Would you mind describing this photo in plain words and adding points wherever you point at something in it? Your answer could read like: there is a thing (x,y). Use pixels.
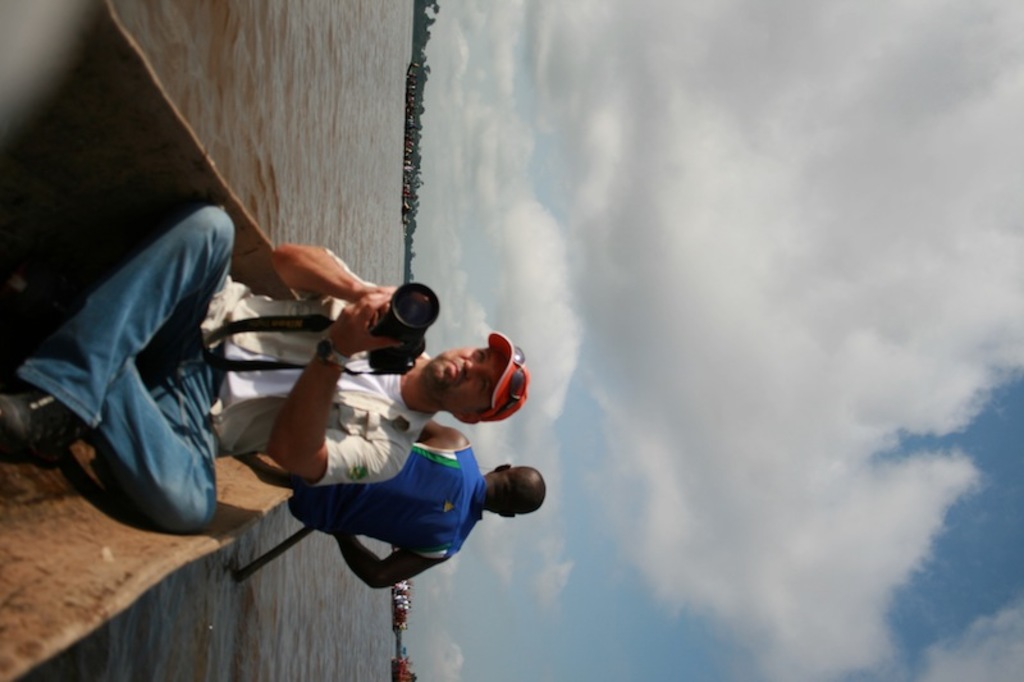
In the image we can see two men (353,457) sitting in the boat (279,475), they are wearing clothes (385,463) and one man (211,433) is wearing shoes (64,437), cap (505,345), a wrist watch (323,341) and he is holding a camera (395,333) in his hand (367,348). Here we can see water (339,119), trees (418,72) and the cloudy sky (710,231).
